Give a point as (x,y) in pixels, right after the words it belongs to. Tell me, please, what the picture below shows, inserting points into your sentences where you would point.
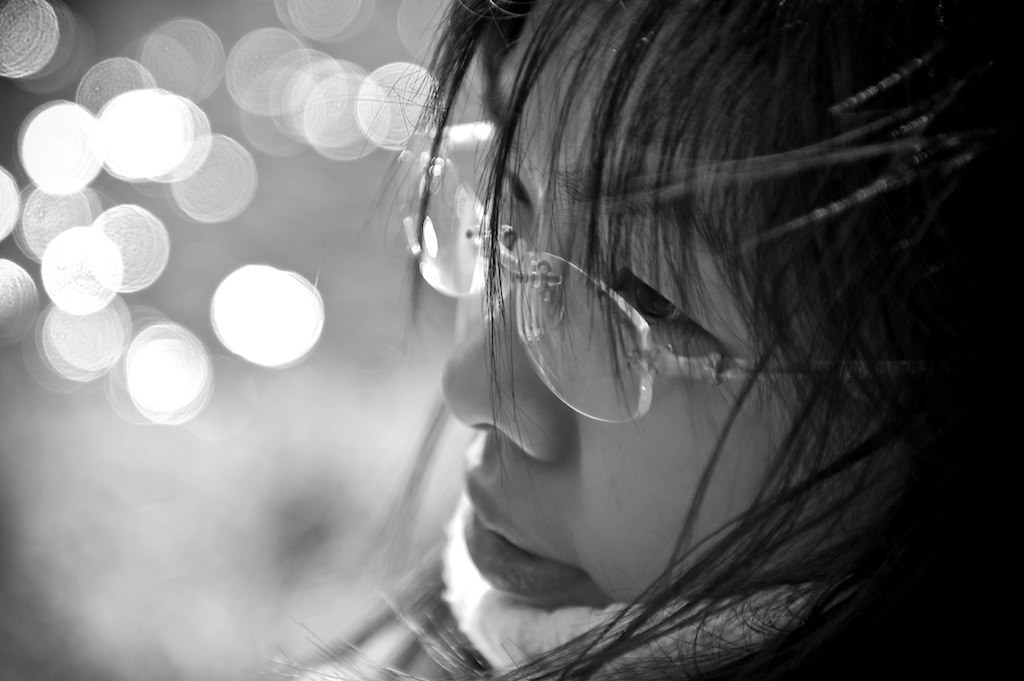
This is a black and white image, where we can see a woman face (626,373) on right side of the image (763,235) and she is wearing the spectacles (565,333). In the background (147,130), we can see few blurred lights (96,230).
